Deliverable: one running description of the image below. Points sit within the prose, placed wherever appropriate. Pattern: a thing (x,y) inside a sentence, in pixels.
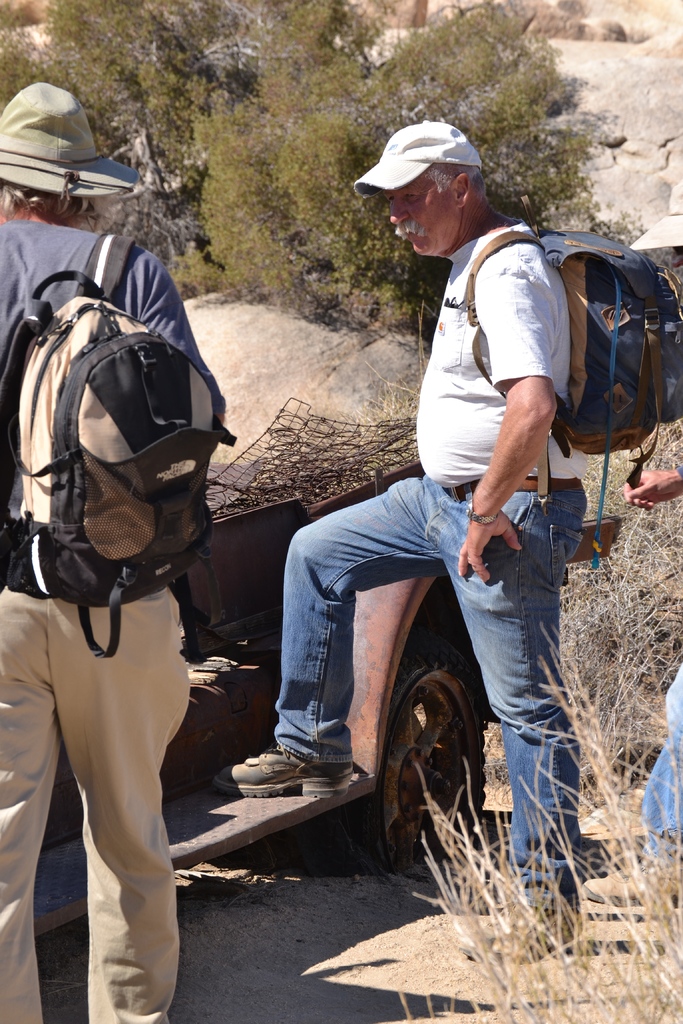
In this picture we can see two men (344,534) carrying their backpacks (37,296). They wear a cap (42,135). There are trees (139,131) and this is stone (652,105).
